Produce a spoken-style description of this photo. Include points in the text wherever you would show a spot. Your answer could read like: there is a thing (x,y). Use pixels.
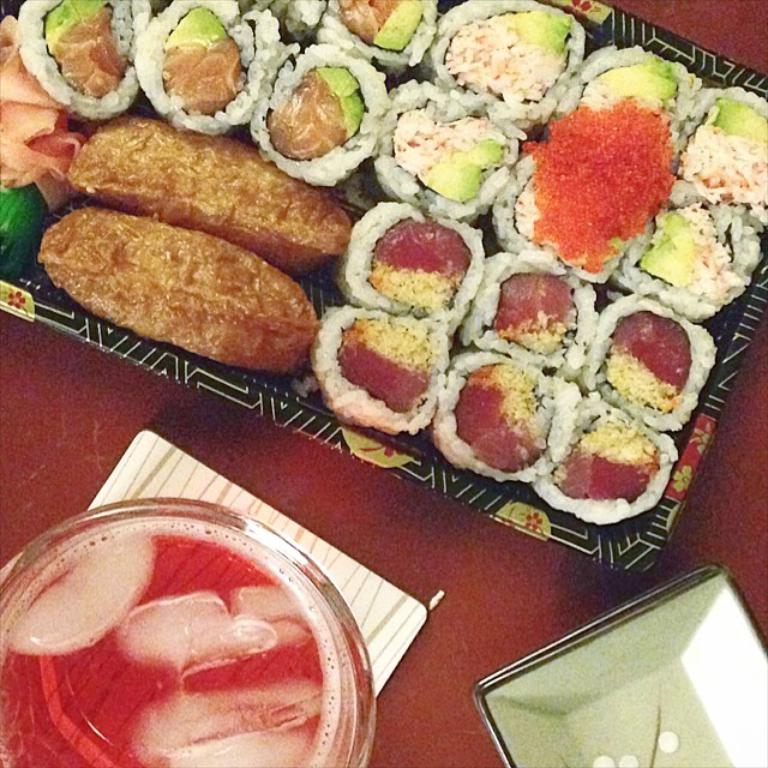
In this picture we can see a bowl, a plate (633,726) and a tray (547,512), we can see some food (370,113) present in this tray (129,350), it looks like a table (82,437) at the bottom (406,668).
